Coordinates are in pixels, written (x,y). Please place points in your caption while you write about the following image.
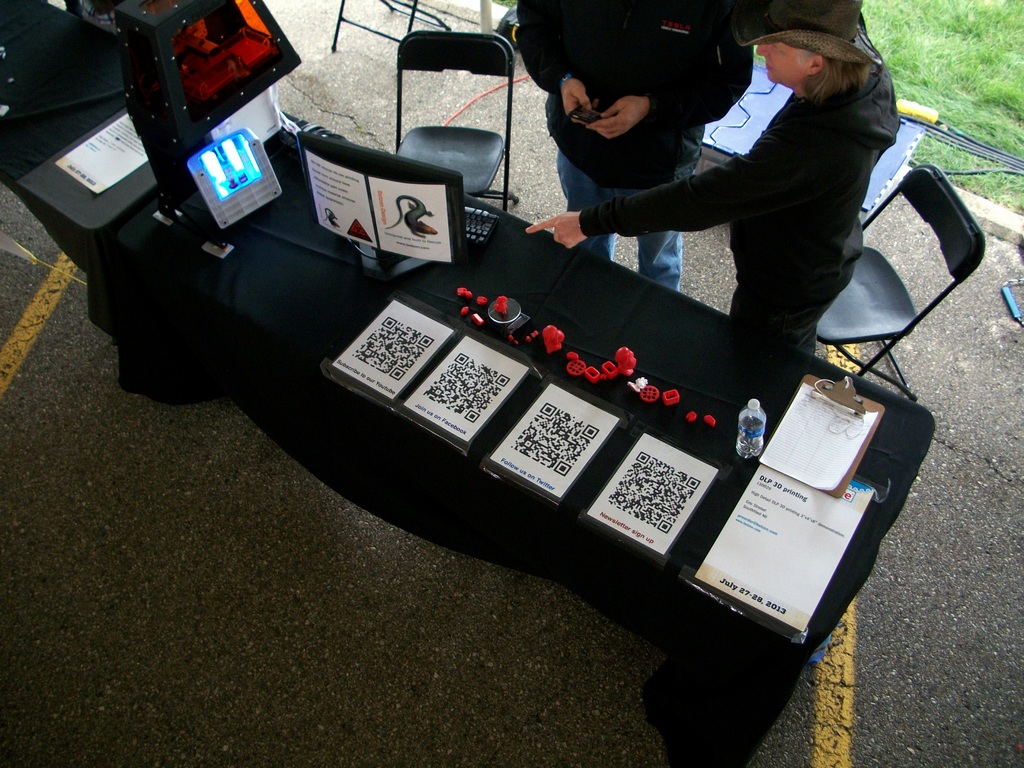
On the table (296,382) we can see laptop (429,180), papers (543,400), bottle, pad (767,455) and other objects (470,214). Here we can see chairs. Here we can see a man (848,184) and other person (642,35) standing near to a table (723,374). This is a road (993,280). Here we can see grass (987,139).
